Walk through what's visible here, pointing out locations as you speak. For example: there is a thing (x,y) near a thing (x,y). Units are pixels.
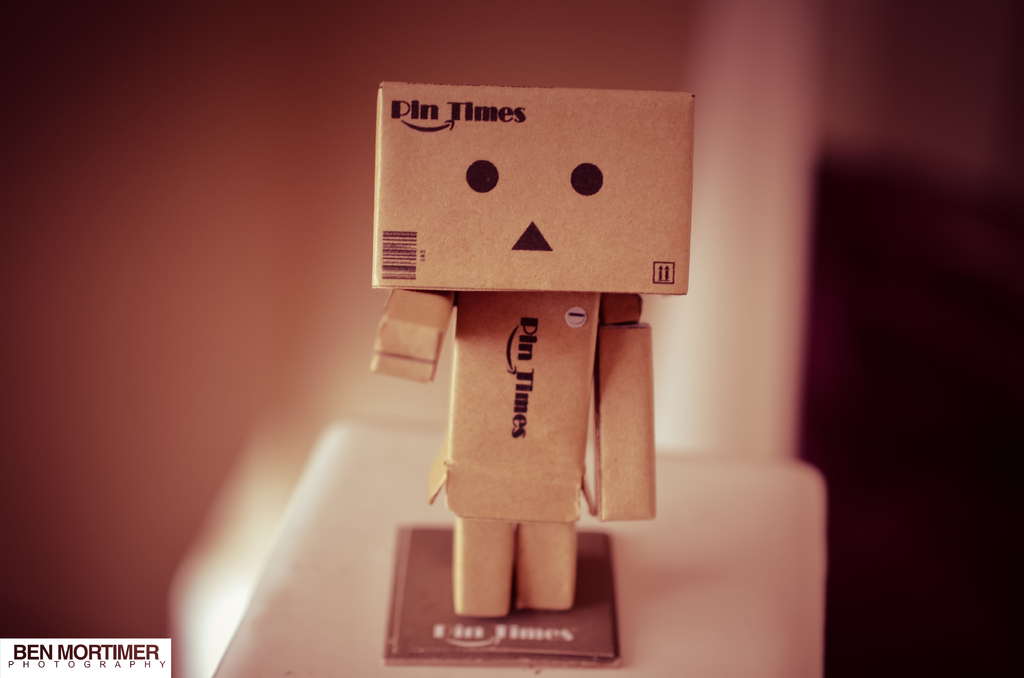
In this image we can see a baby toy (630,445) made with papers (552,506) placed on the surface (450,600). We can also see some text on it.
